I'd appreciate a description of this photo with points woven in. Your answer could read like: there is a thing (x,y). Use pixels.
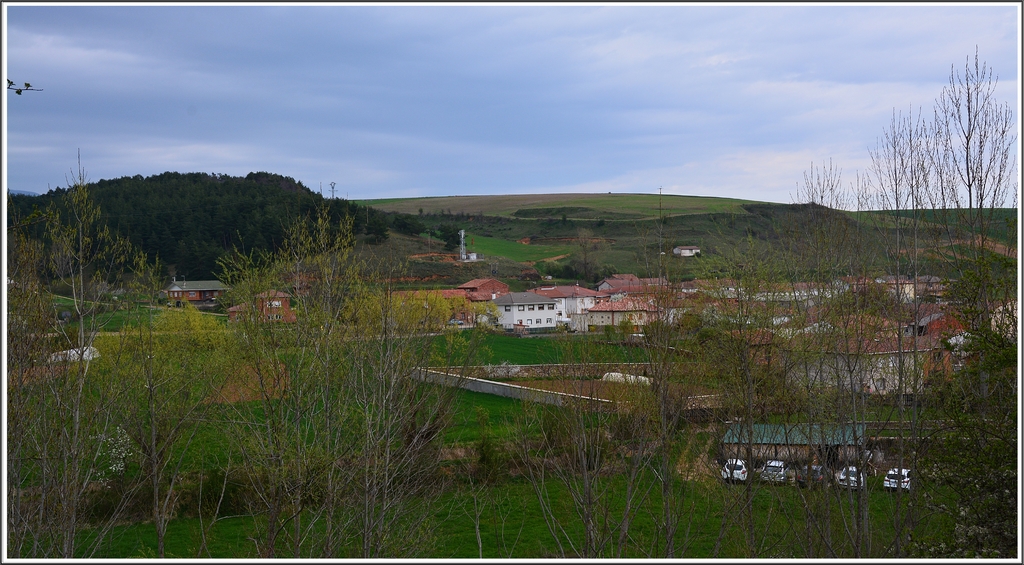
In this image there are buildings (550,294) in the middle (580,304). At the bottom (490,495) there is ground (659,463). In the background (189,182) there are hills (291,184) on which there are trees (145,196). At the top (512,91) there is the sky (526,83). On the right side (778,479) bottom there are few cars (731,475) parked on the ground (827,506).
